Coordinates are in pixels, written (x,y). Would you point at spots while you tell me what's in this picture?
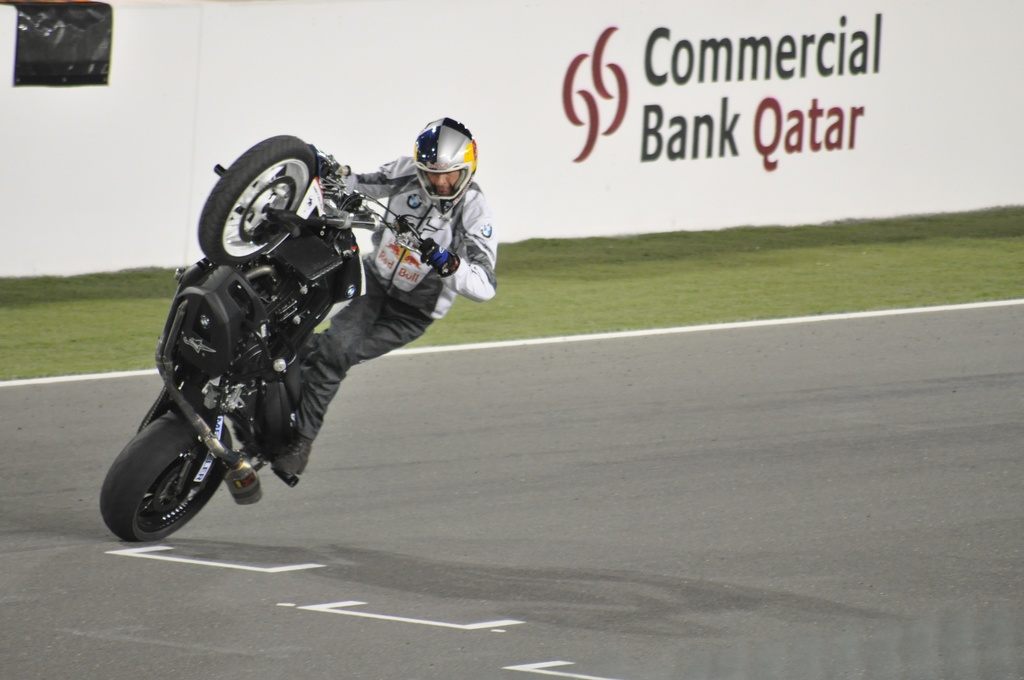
On the left side of the image (315,437) there is a man (422,196) wearing a helmet (444,167) and riding the motorcycle (232,373) on the road (435,505). Beside the road (84,603), I can see the grass (634,288). In the background (358,84) there is a wall (260,76) on which I can see some text (726,133).
